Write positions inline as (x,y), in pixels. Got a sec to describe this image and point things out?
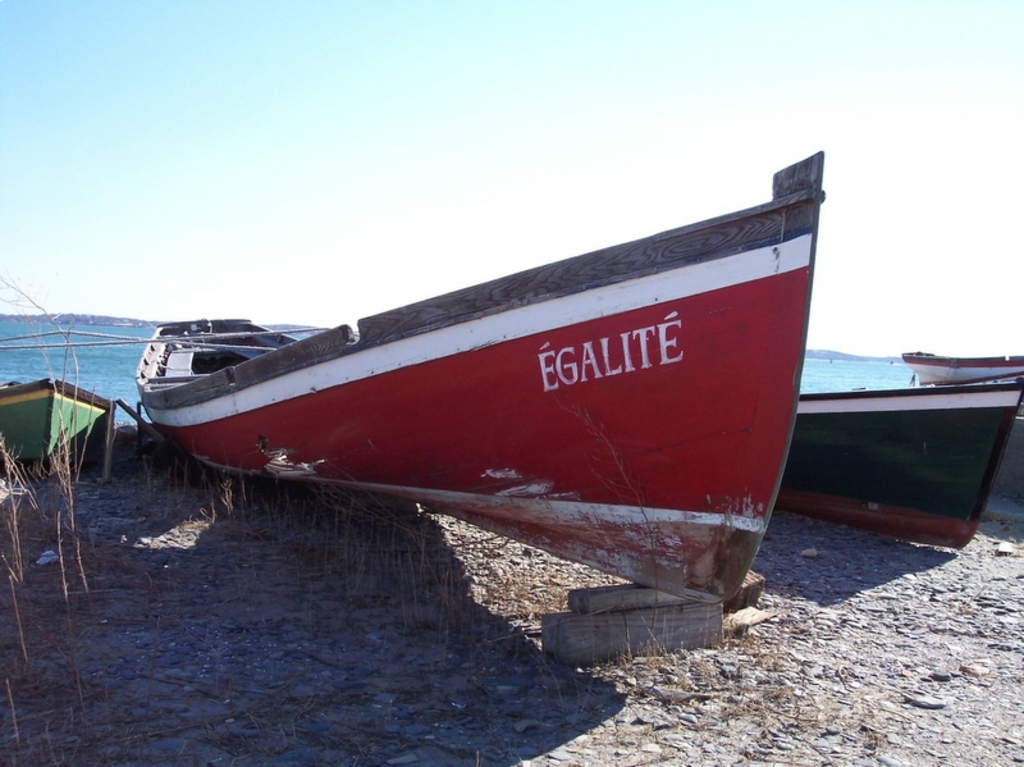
In this image there are boats (676,432). In the background (123,381) there is water (123,381).
